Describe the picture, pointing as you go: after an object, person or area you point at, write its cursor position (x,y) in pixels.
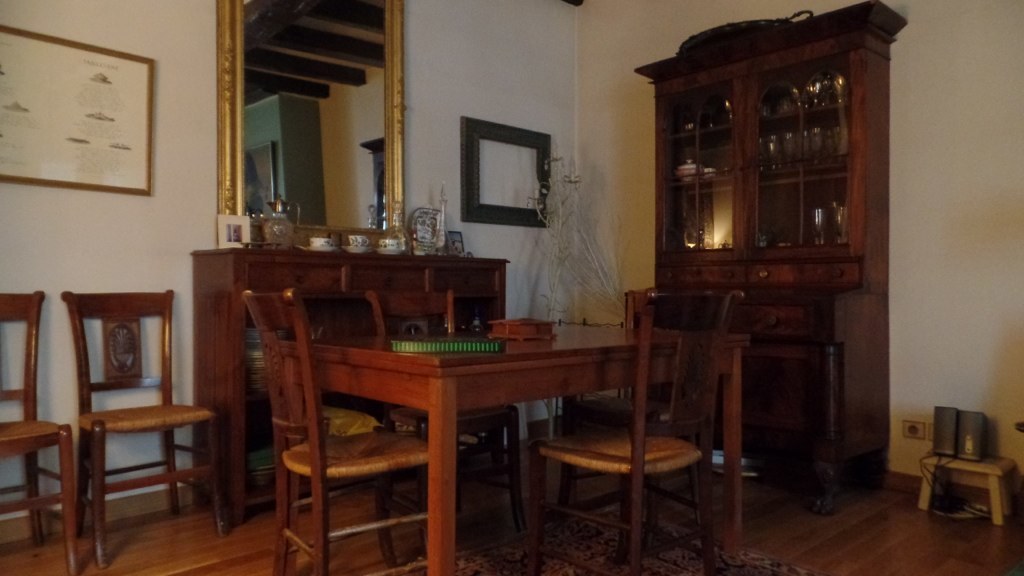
In the front of the image (653,392) I can see a table (401,357), around the table (599,351) there are chairs (688,408). Floor (834,540) with carpet (668,541). In-front of the walls (447,122) there are cupboards (769,220), chairs (688,447), table (948,458) and objects (593,296). In these cupboards (701,255) there are things (814,216). Above this cupboard (368,270) there are cup (359,245) and objects (268,224). Above the table (925,476) there are speakers (955,420). Picture (62,89), frame (473,152) and mirror (341,106) is on the wall (468,84).
